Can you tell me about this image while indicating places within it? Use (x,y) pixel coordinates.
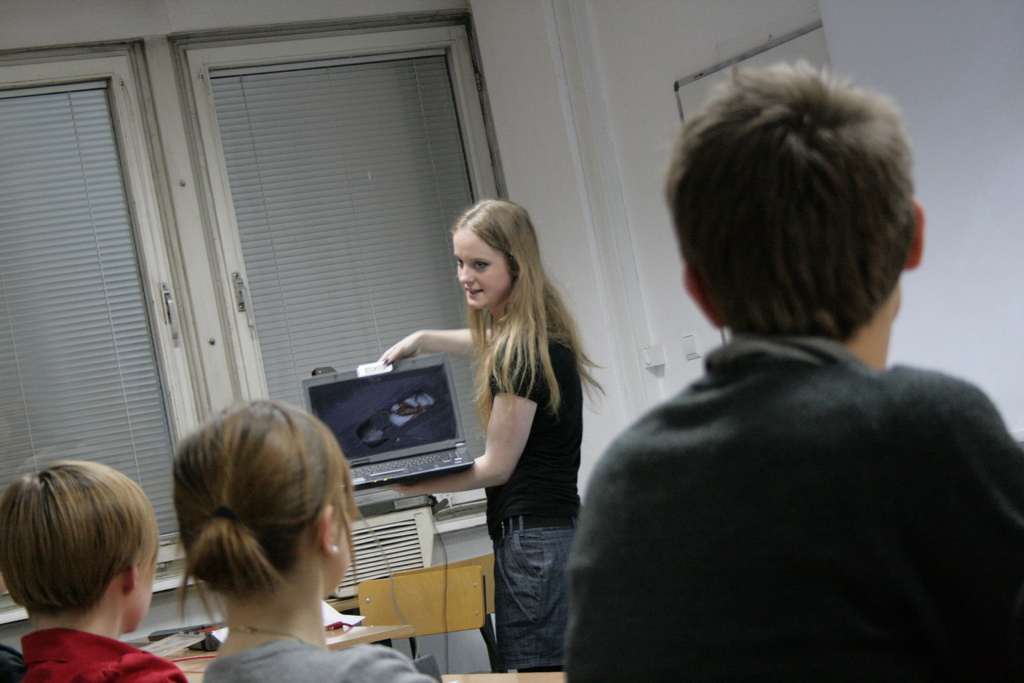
This image is taken indoors. In the background (625,192) there is a wall (514,186) with windows (250,216). At the bottom of the image (946,617) a boy (814,239) and two kids (262,637) are sitting on the chairs (464,603) and there is a table (337,636) with a few things (354,626) on it. In the middle of the image (531,311) a girl (567,415) is standing on the floor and she is holding a laptop (415,420) in her hands (413,488).
